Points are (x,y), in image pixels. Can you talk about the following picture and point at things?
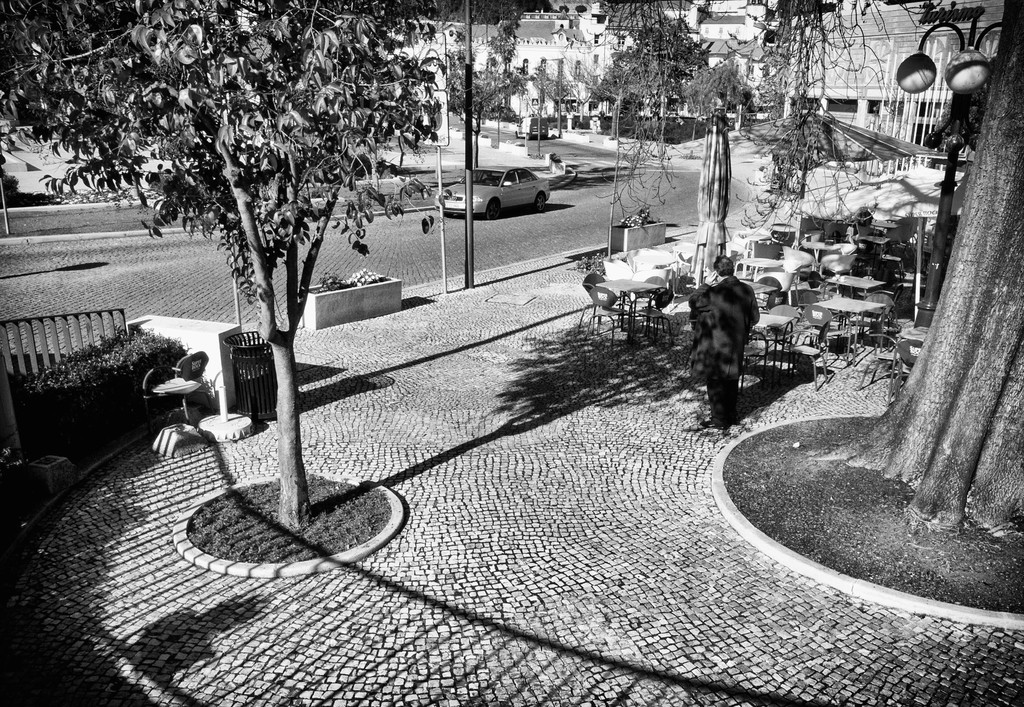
It is the black and white image in which there is a man (726,327) standing on the floor (673,495). Beside the man (715,313) there are tables (850,305) and chairs (797,262). On the right side (992,223) there is a big tree (986,356). On the left side (337,240) there is a road (535,211) on which there is a car (531,180). In the background (518,42) there are buildings (546,23). On the left side (250,358) there is a dustbin (242,394) on the floor (263,425). Beside the dustbin (272,380) there is a tree (290,426).
